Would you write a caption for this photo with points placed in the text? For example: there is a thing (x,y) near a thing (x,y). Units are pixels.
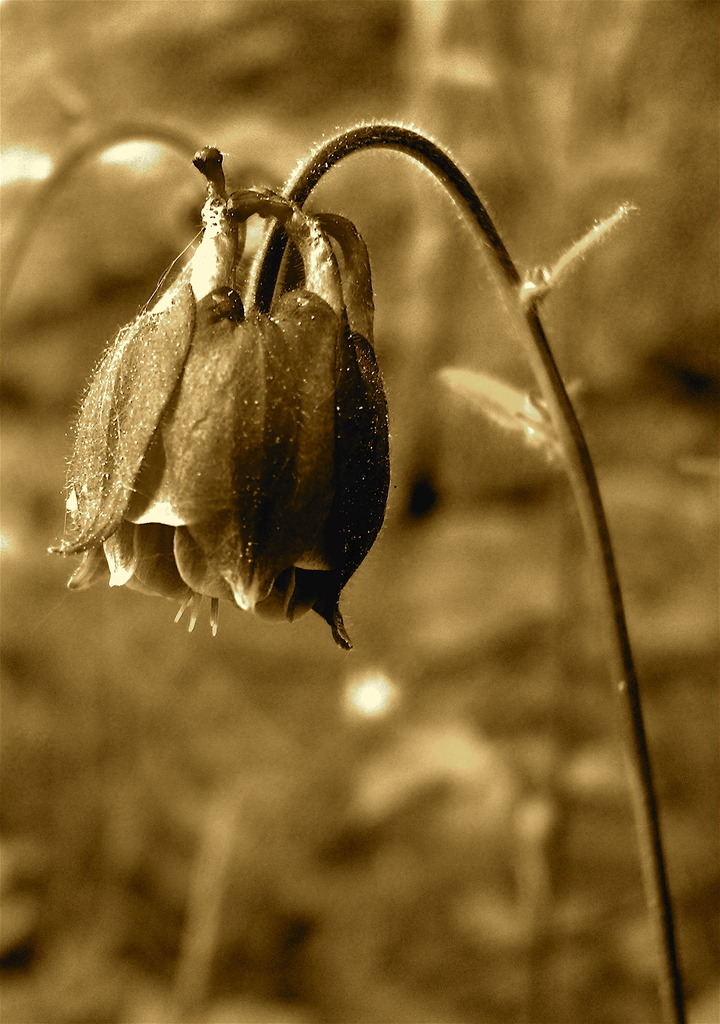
In this image I can see there is a flower (325,527) and at the back (413,329) it looks like a blur.
